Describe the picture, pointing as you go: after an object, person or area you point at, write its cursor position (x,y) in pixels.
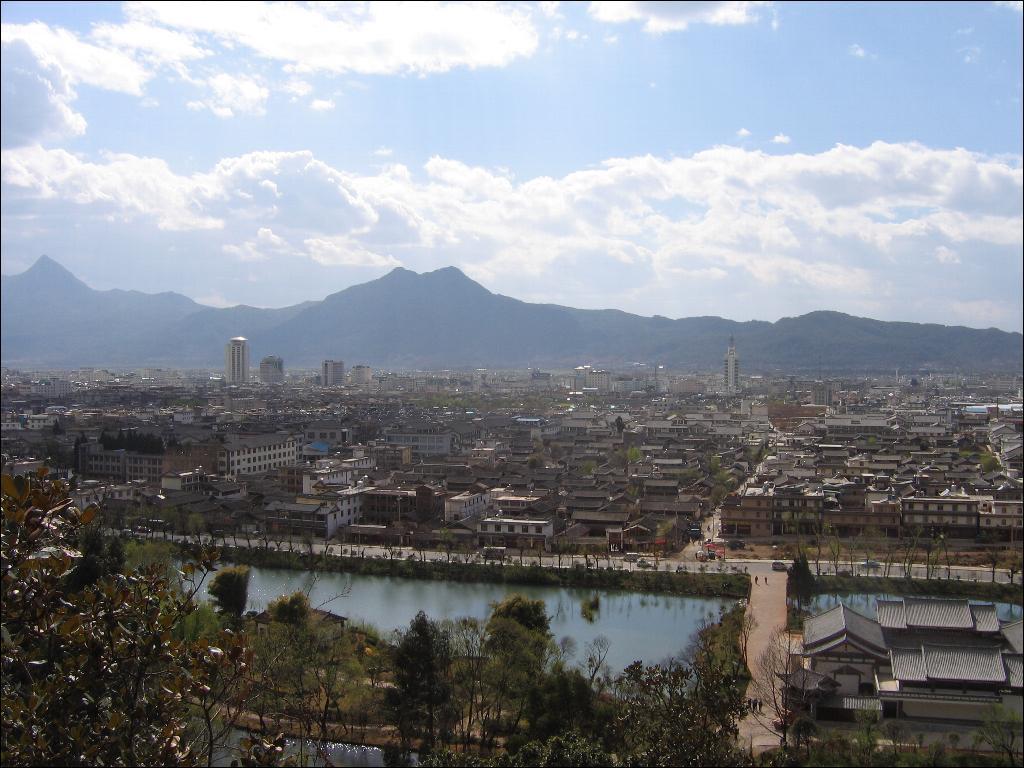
The image is captured from the city outskirts (253,640), it is a beautiful view. There is a river (560,585) and behind the river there is a city (723,457) with plenty of houses (523,474) and trees (141,443). In the background (307,319) there are many mountains (421,321) and sky (498,100).
